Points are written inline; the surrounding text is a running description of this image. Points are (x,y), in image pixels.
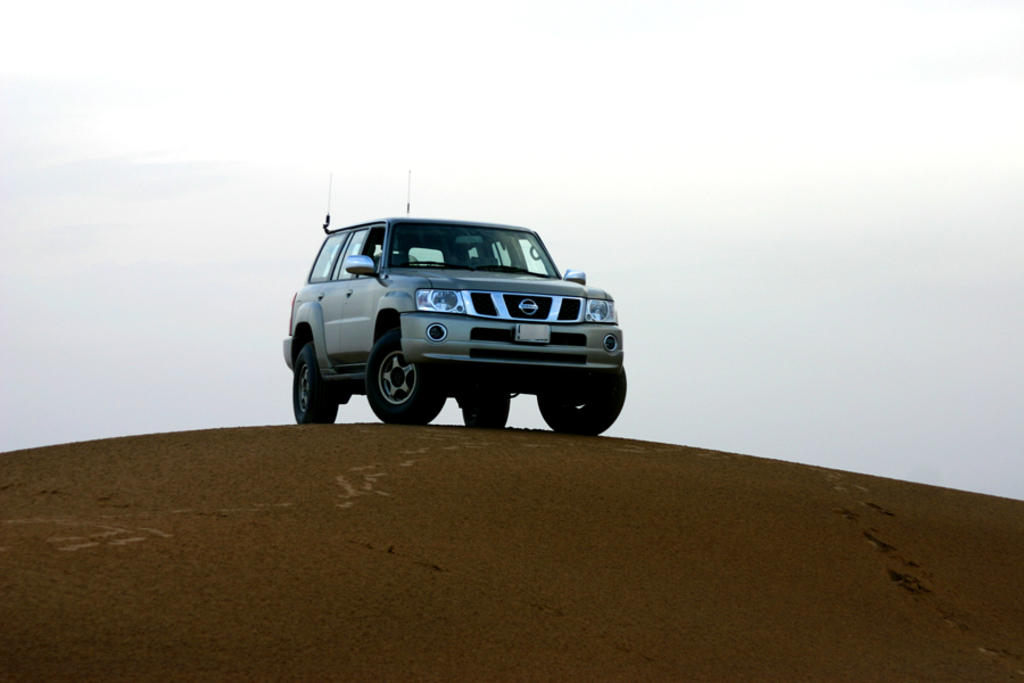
In this picture we can see a vehicle (377,349) on the ground (636,528) and in the background (459,104) we can see the sky (467,127).
